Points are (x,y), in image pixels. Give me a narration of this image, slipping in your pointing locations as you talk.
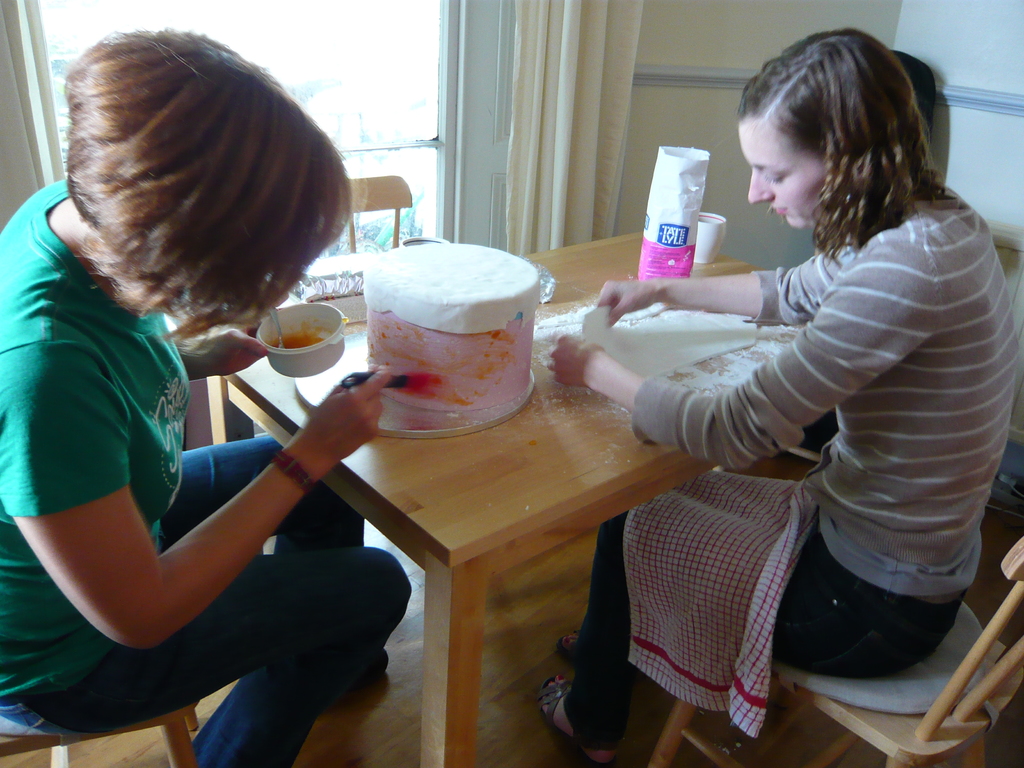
In this picture there are two people (149,300) sitting on the table (684,477) and preparing cake (487,397). There is also a cup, flour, brushes (431,378) on it. In the background (409,68) we observe a glass window (442,149) and a curtain (549,82).
